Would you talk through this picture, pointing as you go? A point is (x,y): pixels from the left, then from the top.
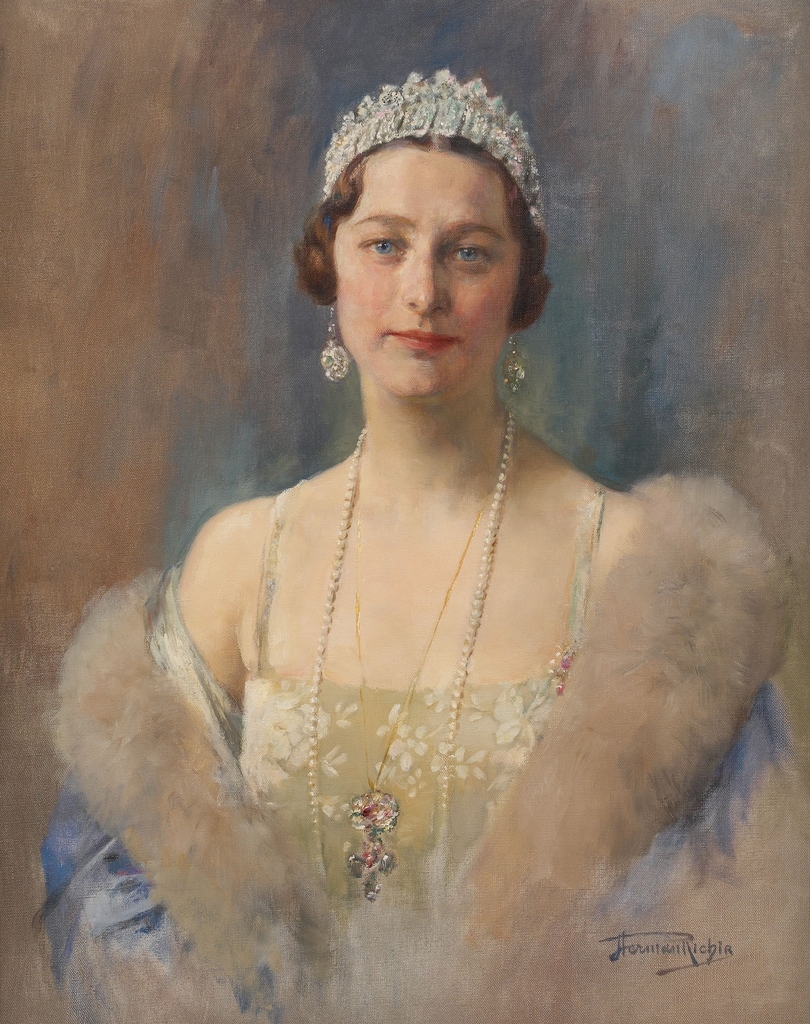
In this picture we can see the painting (420,667) of a woman (329,555) with the crown (387,128). On the painting (277,834) it is written something.
